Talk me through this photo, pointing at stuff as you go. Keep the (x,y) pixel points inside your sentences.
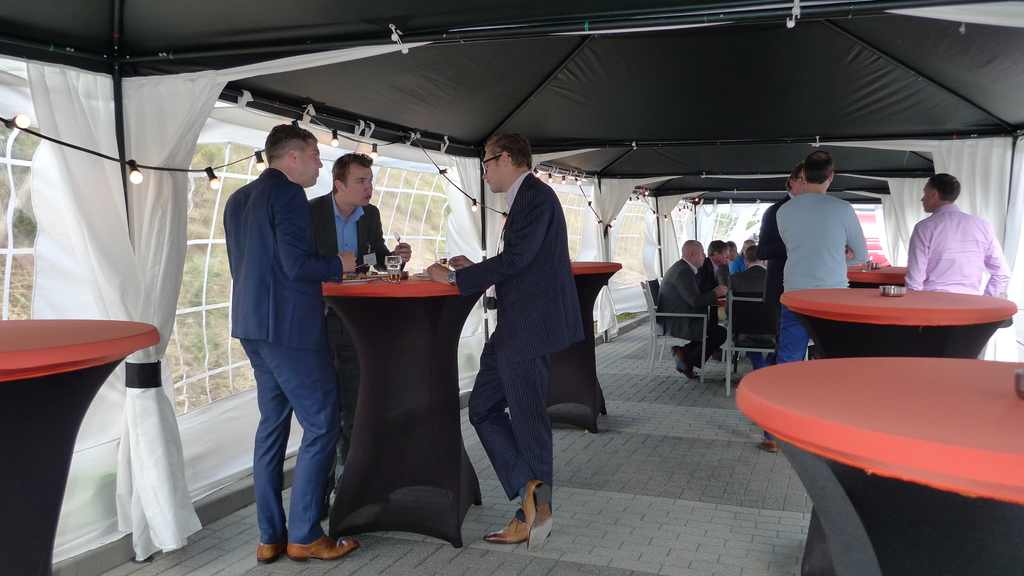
In this picture there are men (330,276) standing around a table (382,307) on which some glasses (399,263) were placed. In the background (696,304) there are some people (765,253) sitting in front a table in the chairs (651,320) and some of them are standing. We can observe some curtains (609,214) and lights (217,186) here.
